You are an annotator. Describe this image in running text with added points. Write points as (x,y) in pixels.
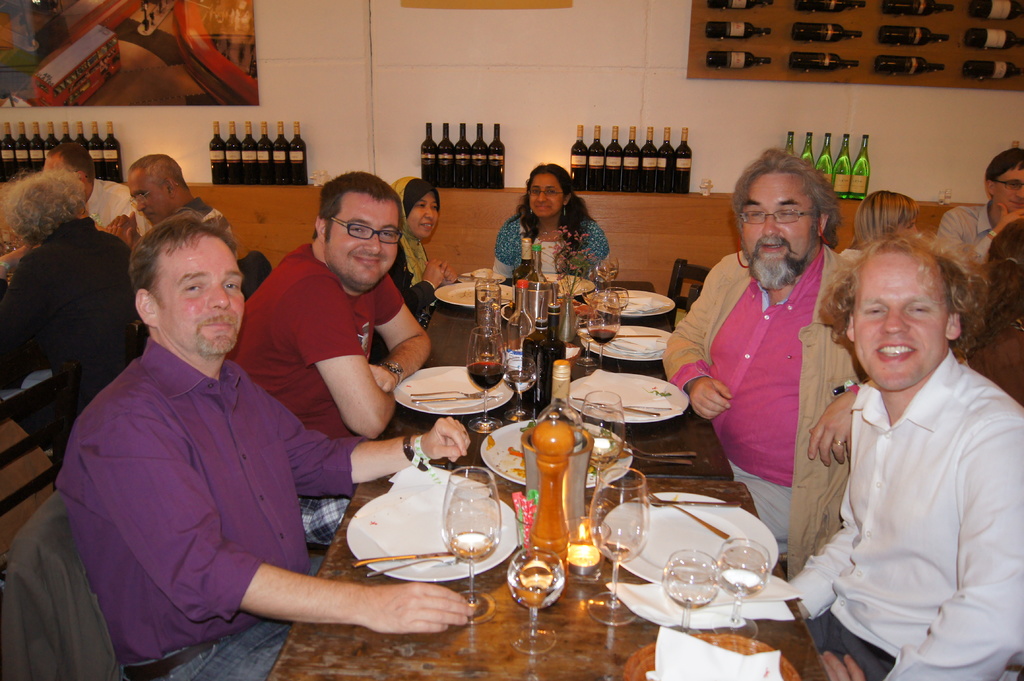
In the middle of the image (442,320) there is a table (401,651), On the table (387,665) there are some bottles (564,410) and glasses (581,333) and plates (732,511), spoons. Bottom right side of the image (975,512) few people (774,426) are sitting and smiling. Bottom left side of the image (172,578) few people (366,252) are sitting and smiling. At the top of the image (403,142) there is a wall (512,150), On the wall (359,38) there are some frames (73,52) and there are some bottles (422,150).
